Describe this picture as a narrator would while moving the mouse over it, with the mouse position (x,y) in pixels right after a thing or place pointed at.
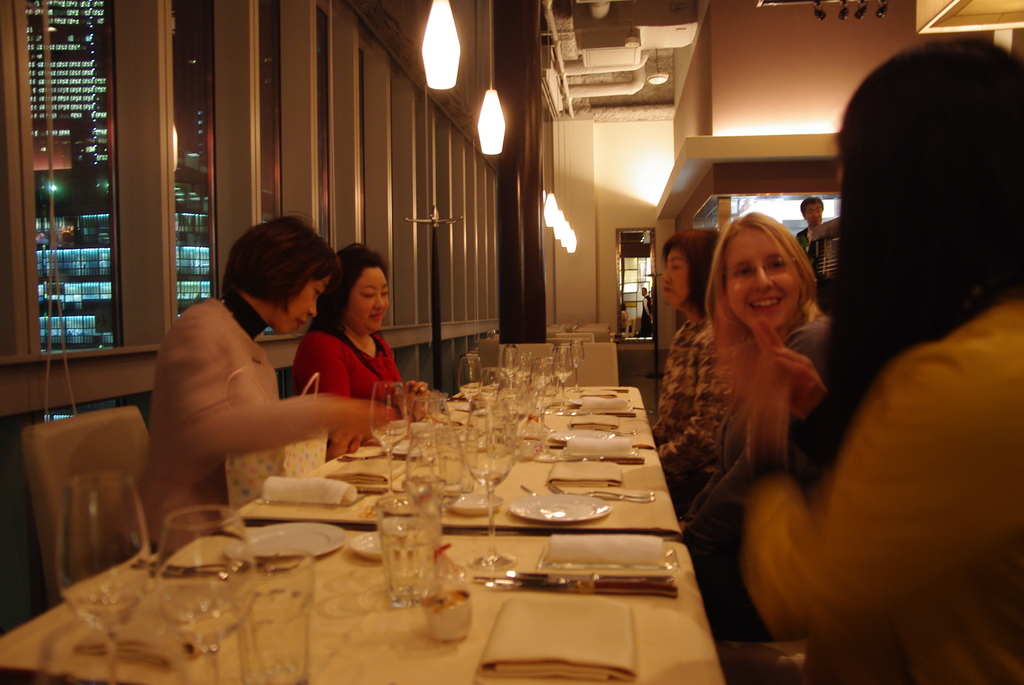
There are three women's (785,460) sitting and talking with each other and two more women's (296,378) are sitting opposite to them in between them there is a table (471,650) on the table (501,525) we have glasses (467,477) plates (541,497) and spoons (623,500) top of them there is a light (438,62) and we can see one person (820,206) is in standing at back of them through the window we can see so many buildings (74,169).
